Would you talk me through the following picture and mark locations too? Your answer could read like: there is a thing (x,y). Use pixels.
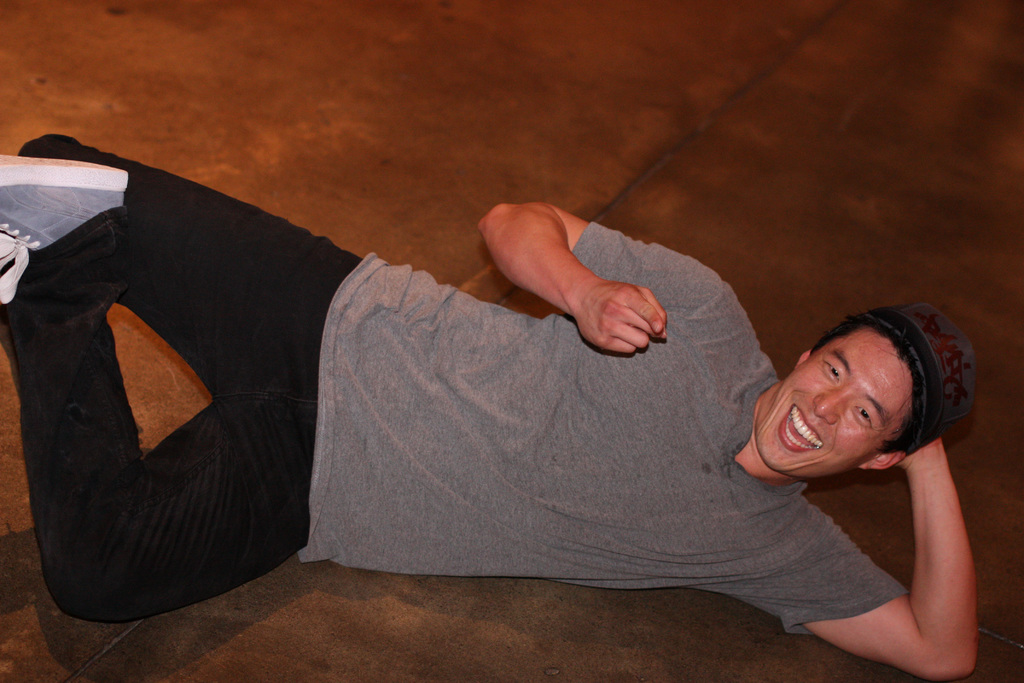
In this image we can see a man (620,382) with a cap (943,413) and a t shirt (605,397) smiling and lying on the floor (627,74).
